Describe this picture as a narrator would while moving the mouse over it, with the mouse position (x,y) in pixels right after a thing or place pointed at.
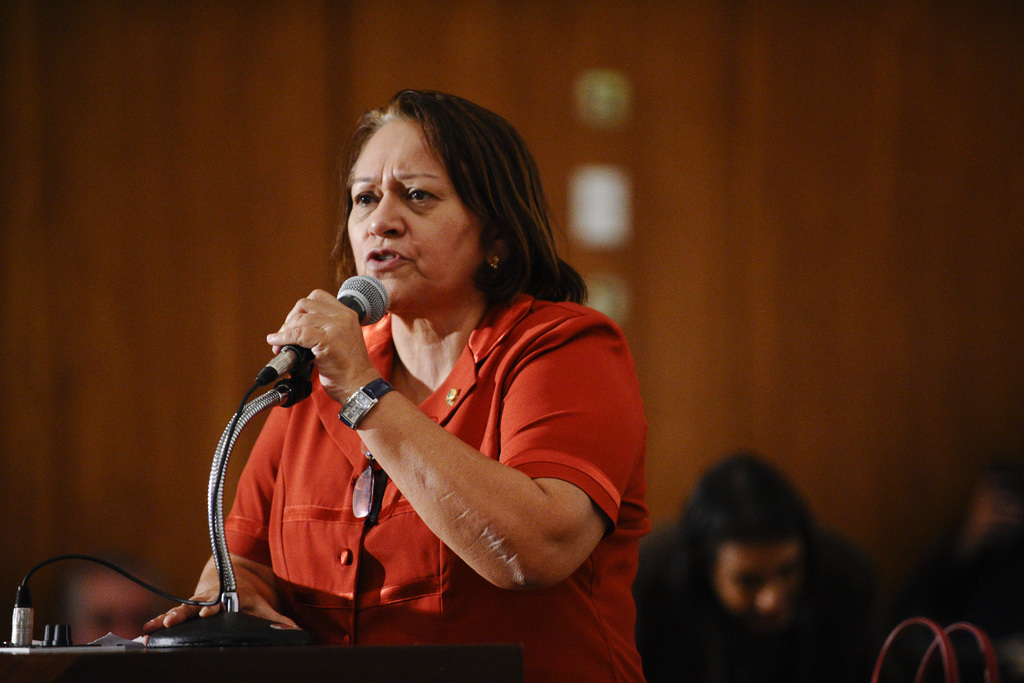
Here I can see a woman (467,623) standing in front of the podium (323,658) and speaking on the mike (379,299). She is looking at the left side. In the background (750,584) there are some more people (719,591) and also I can see a wooden surface (349,119).
